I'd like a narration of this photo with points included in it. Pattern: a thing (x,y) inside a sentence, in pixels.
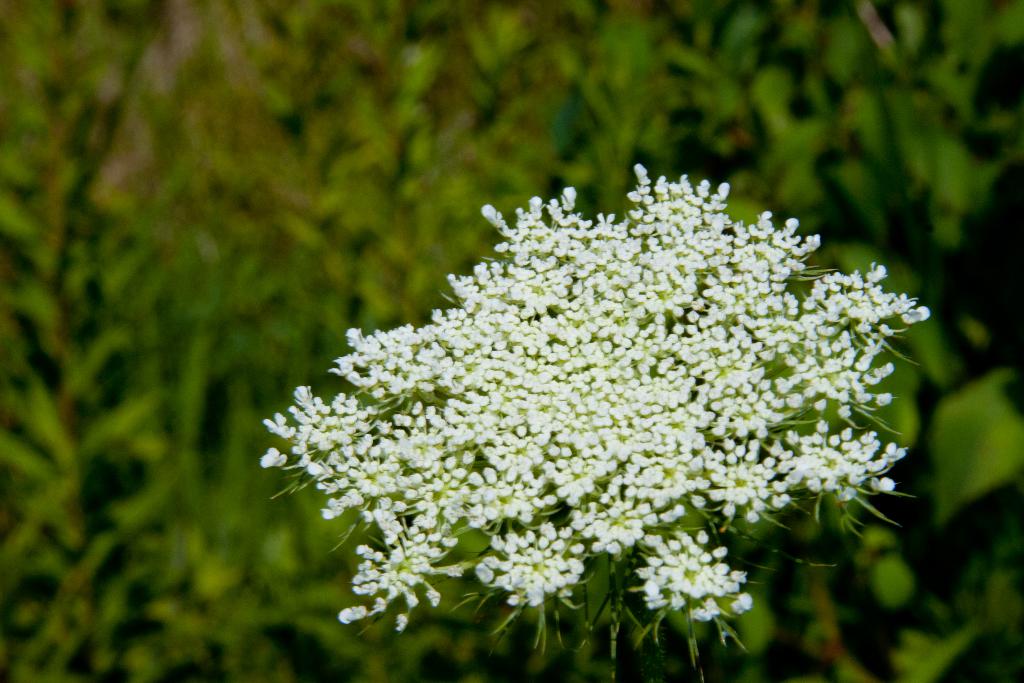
Here we can see a cow parsley plant (607,409). In the background (312,317) the image is blur but we can see some plants (498,189).
